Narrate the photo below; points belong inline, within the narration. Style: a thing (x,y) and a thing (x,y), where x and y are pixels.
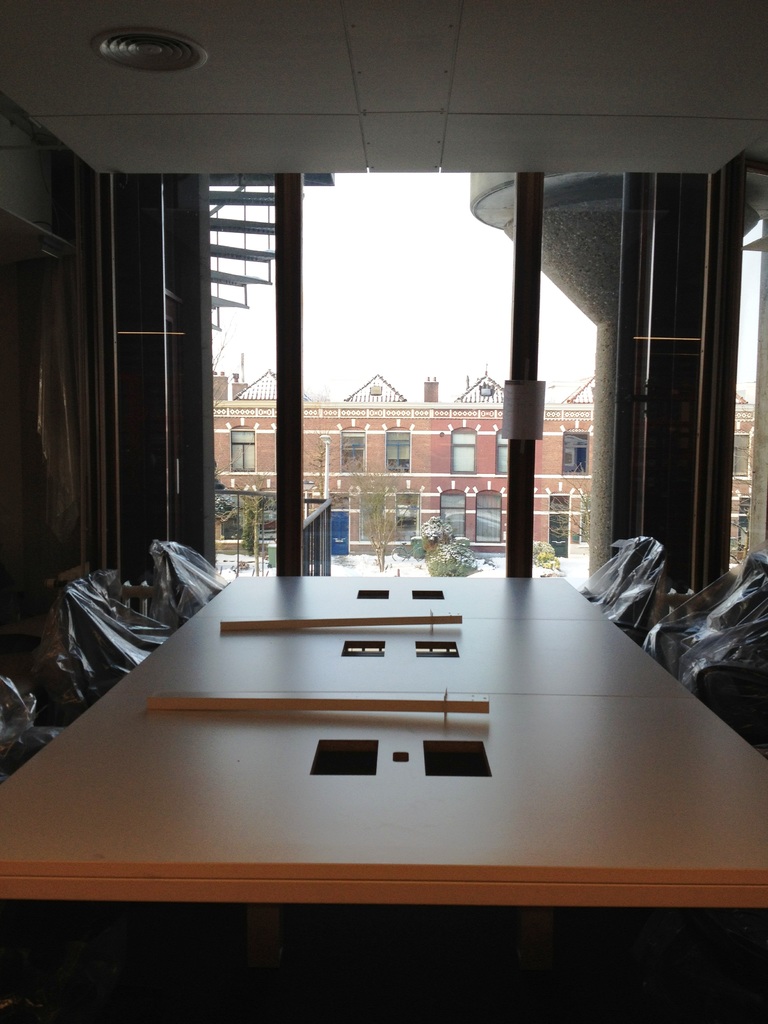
The picture is taken in a room (54,288). In the foreground of the picture (613,667) there are chairs (166,549), table (475,649), on the table (389,636) there are some objects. In the center of the picture (270,506) there are staircase (234,253), pillar (602,482) and glass windows (125,414), outside the windows (294,537) there railing (311,537), trees (467,549), road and buildings (460,415). In the background (400,248) it is sky (384,308).
